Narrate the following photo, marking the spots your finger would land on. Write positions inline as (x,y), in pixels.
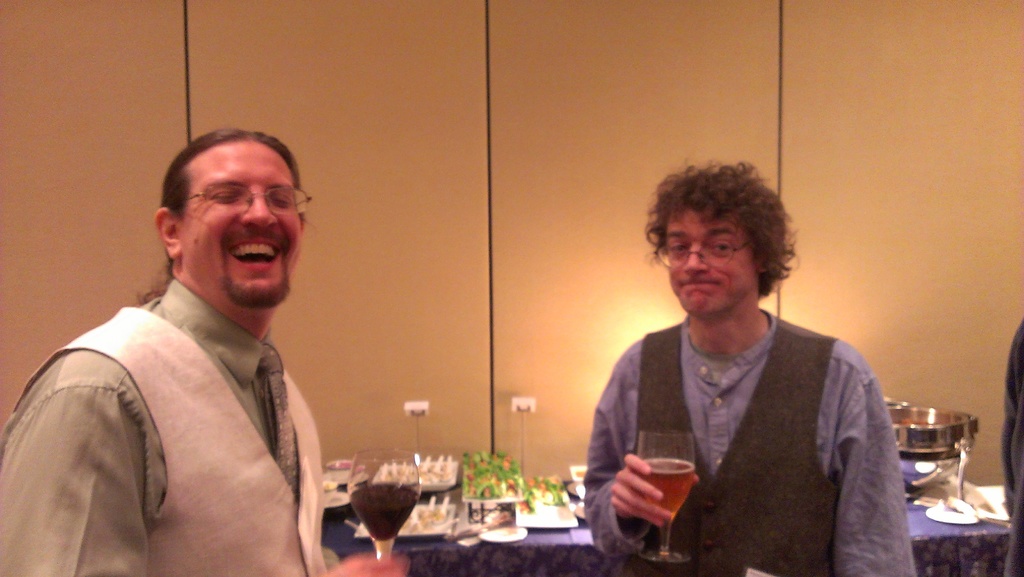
In this image there are two people (151,539) standing and holding glasses (383,504). In the background (467,549) there is a table (589,532) and we can see objects (547,491) placed on the table (589,546) and there is a wall (504,123).
